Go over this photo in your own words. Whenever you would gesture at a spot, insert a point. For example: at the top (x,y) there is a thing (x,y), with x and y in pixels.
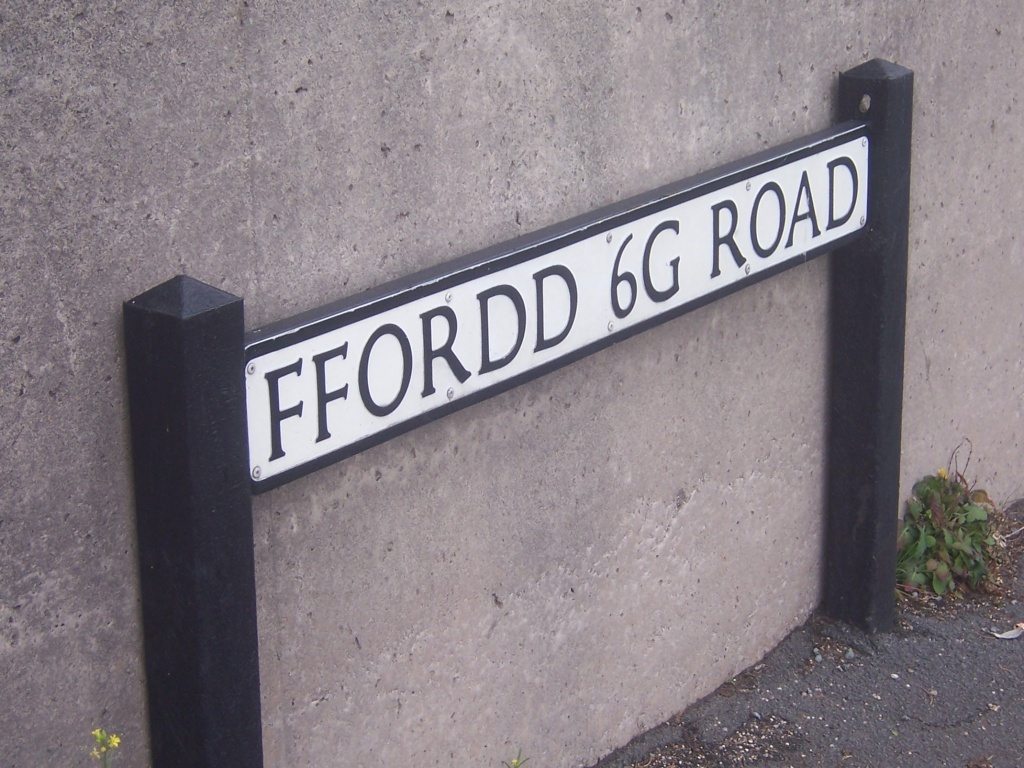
In this picture we can see a board (594,240) on the wall (543,431), and we can find a plant (928,537) on the right side of the image (949,483).
